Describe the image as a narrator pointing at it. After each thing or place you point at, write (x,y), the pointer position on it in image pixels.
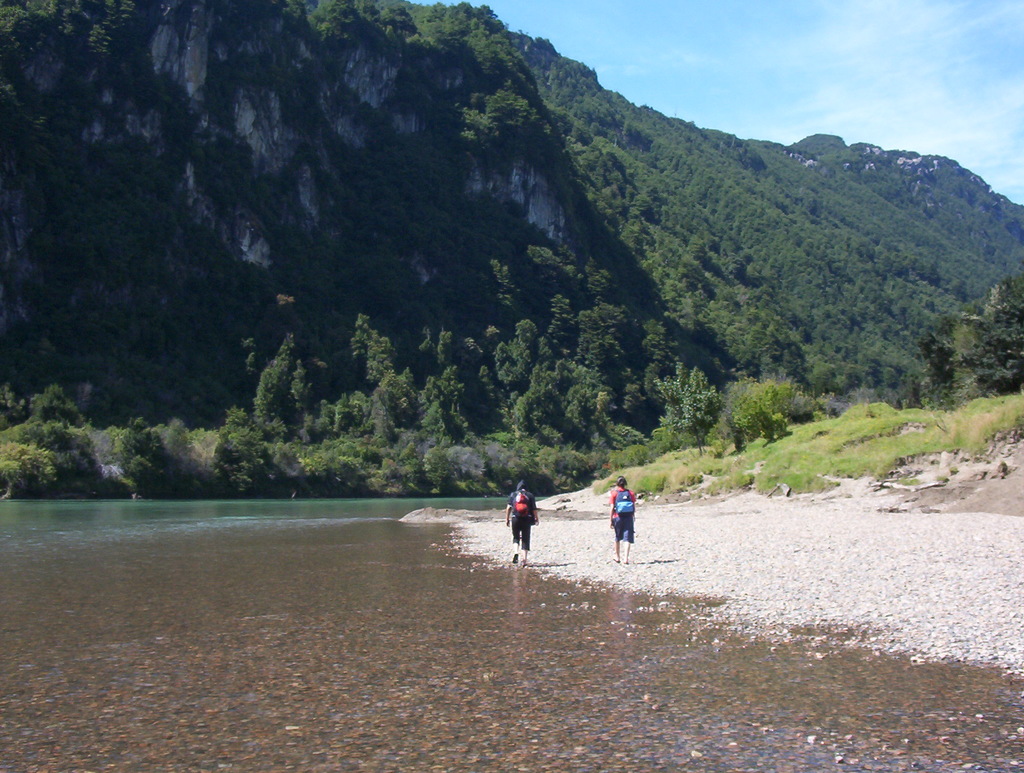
In this image i can see two persons (613,513) walking, at the left (255,690) i can see a water (448,553), at the front i can see few trees (404,346) at the top (685,114) there is a sky (729,116).
